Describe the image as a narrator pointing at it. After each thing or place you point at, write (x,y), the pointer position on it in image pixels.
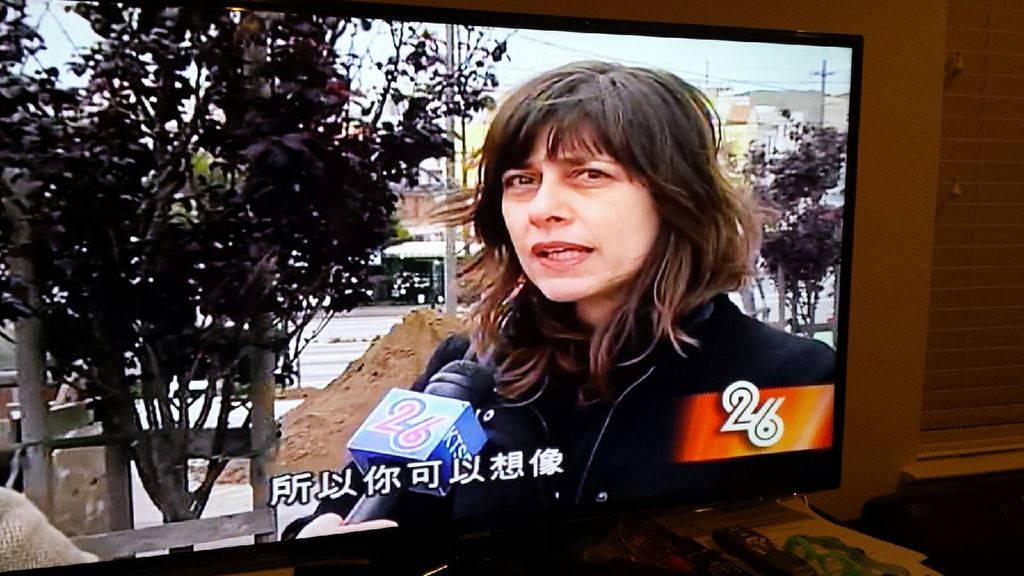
In the picture there is a television (683,403) and in the television (602,218) there is a woman (594,239) being interviewed and behind the woman (546,280) there are trees (341,96) and buildings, behind the television (410,29) there is a wall (896,434) and beside the wall (885,443) there is a blind (1001,230) in front of the window (951,444).
